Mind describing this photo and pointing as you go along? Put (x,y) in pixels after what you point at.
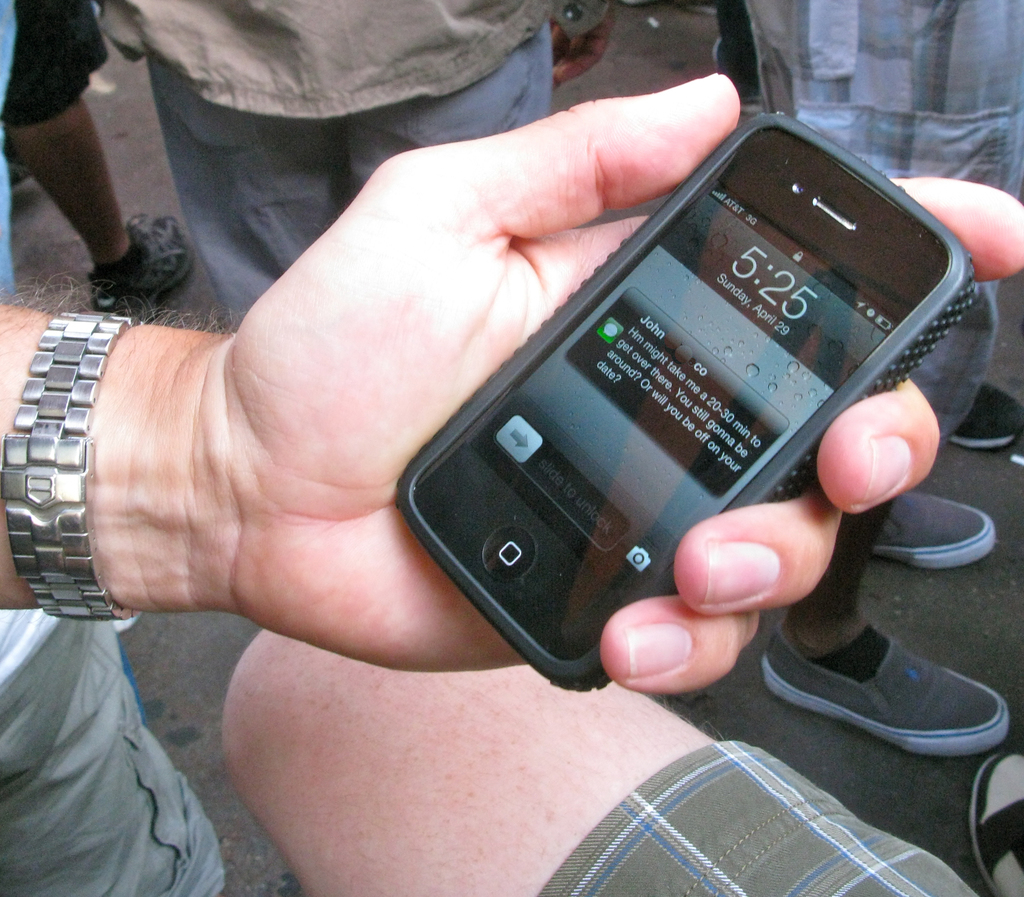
In this image we can see a hand (244,402) of a person (338,231) holding a cellphone (623,402). On the backside (419,106) we can see some people (528,99) standing on the road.
